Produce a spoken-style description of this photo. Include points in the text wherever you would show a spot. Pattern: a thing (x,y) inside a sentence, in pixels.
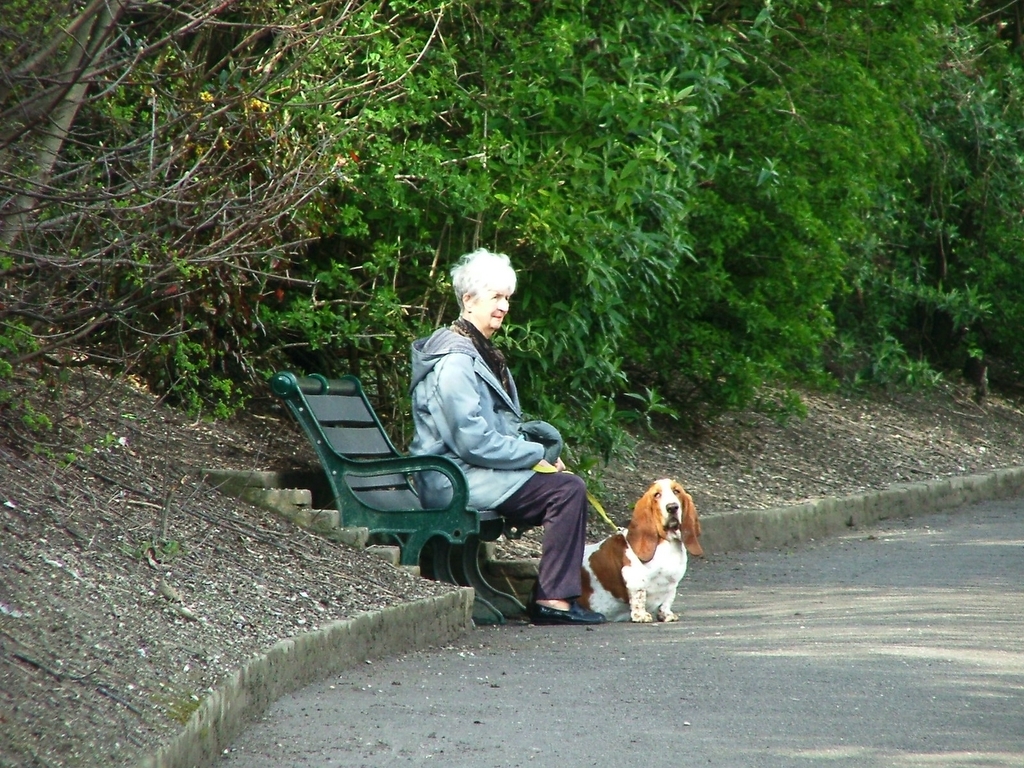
This image consists of trees (561,124) on the top (371,175) and there is a bench (395,506) in the middle (413,511), on which lady (510,461) is sitting. She is holding a dog (629,587) leash in her hand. She is wearing sweater (508,495).
